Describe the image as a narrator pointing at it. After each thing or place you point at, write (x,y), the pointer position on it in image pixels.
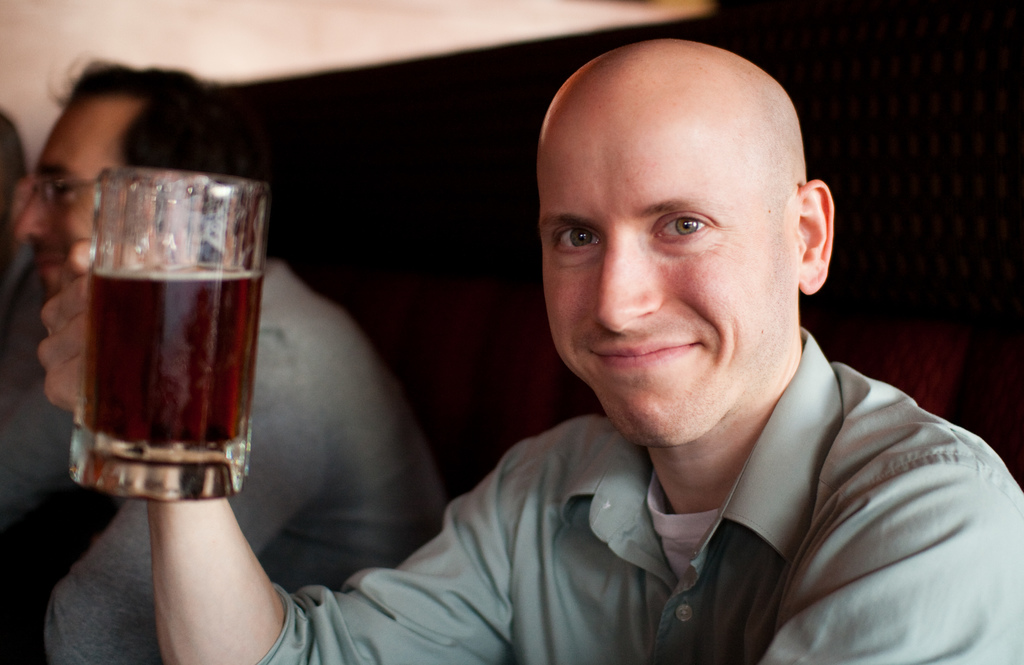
In the image we can see one person (692,530) sitting and smiling and holding glass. In the background (409,121) there is a wall (855,76) and few persons (23,296) were sitting.
